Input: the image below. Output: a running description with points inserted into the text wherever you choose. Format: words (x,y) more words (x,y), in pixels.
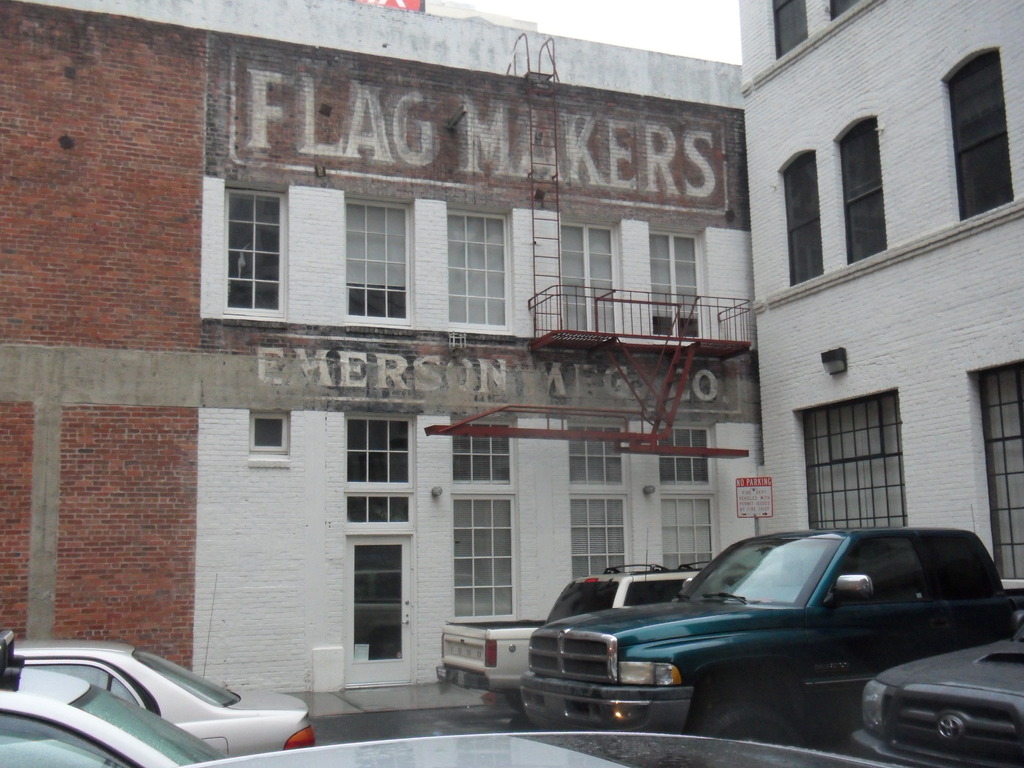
In this image I see the buildings (630,228) and I see something is written over here and I see the ladder (534,305) over here and I see few cars (577,592) over here.
